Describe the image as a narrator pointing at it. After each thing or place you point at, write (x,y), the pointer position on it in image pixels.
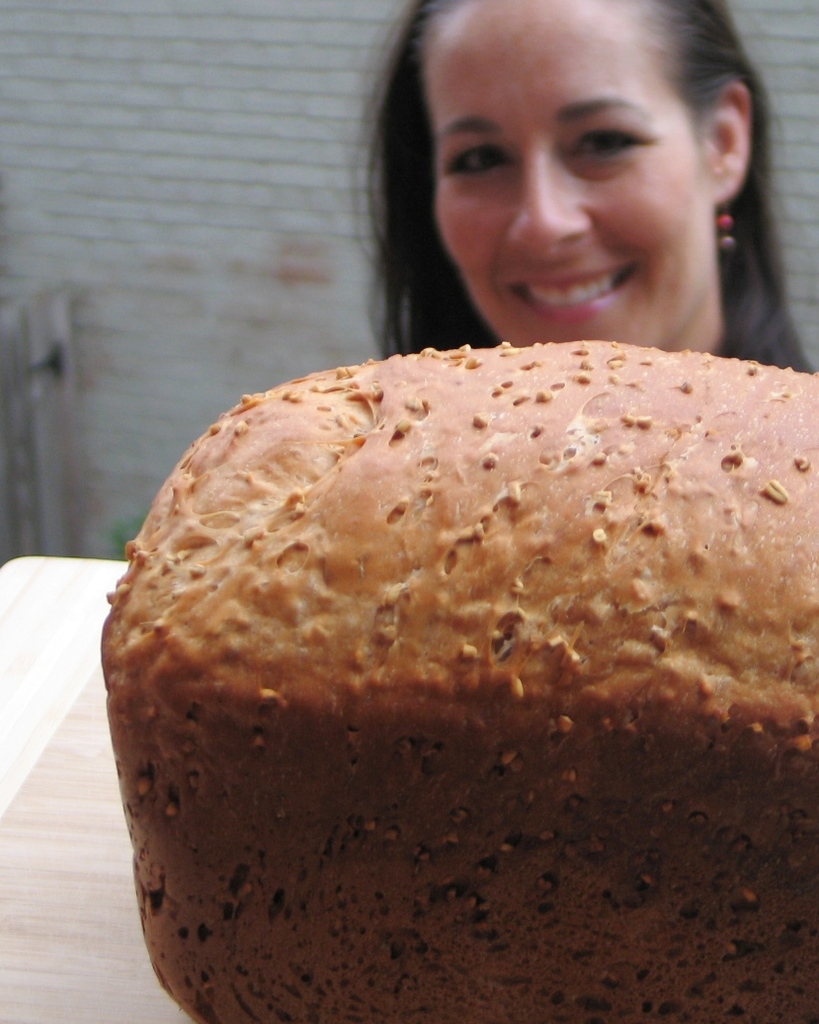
In this image I can see a woman (485,90) who is smiling and I can see a bread (459,685) which is brown in color in front of her. In the background (256,138) I can see the white colored wall (175,167).
